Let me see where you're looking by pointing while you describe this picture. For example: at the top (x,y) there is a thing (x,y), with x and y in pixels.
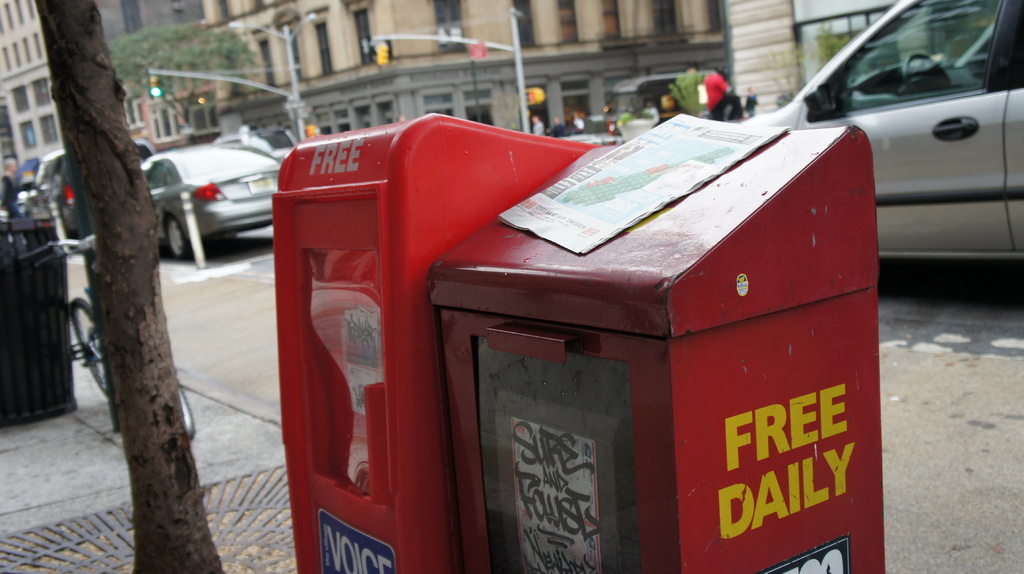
In the center of the image (342,341) there are red color boxes (464,136). In the background of the image (260,243) there is a road (950,279). There are vehicles (63,185) on the road (260,243). There are buildings (403,25). There are street light (290,64). To the left side of the image (146,255) there is a tree (110,107).
